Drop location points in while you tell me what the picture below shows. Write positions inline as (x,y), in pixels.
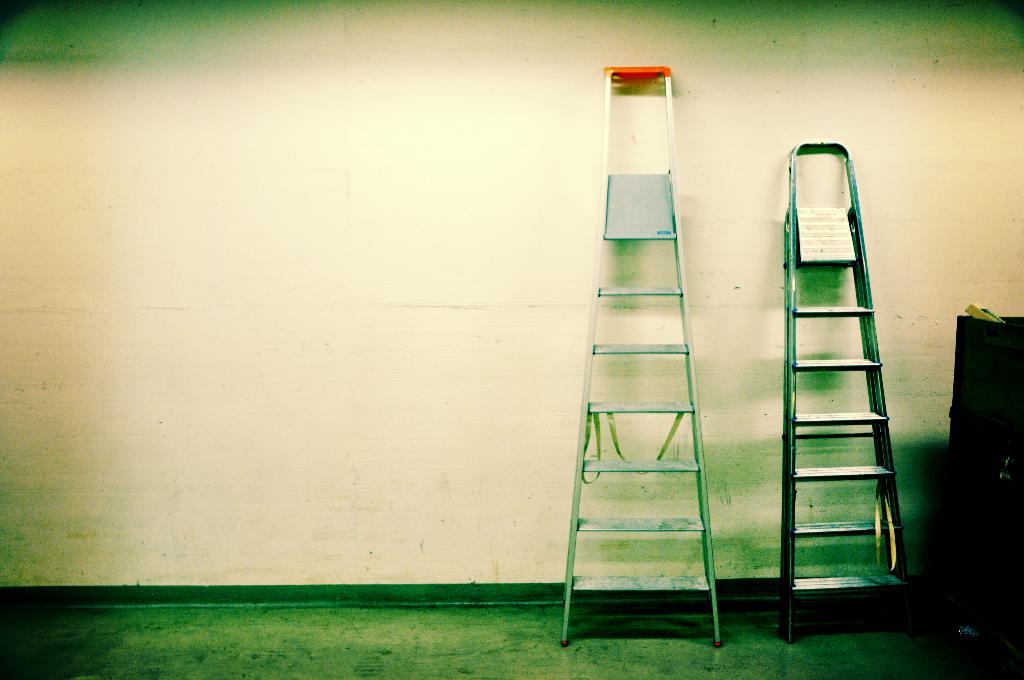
In this picture we can see ladders (854,526) on the floor (479,627), here we can see an object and we can see a wall (919,577) in the background (400,479).
